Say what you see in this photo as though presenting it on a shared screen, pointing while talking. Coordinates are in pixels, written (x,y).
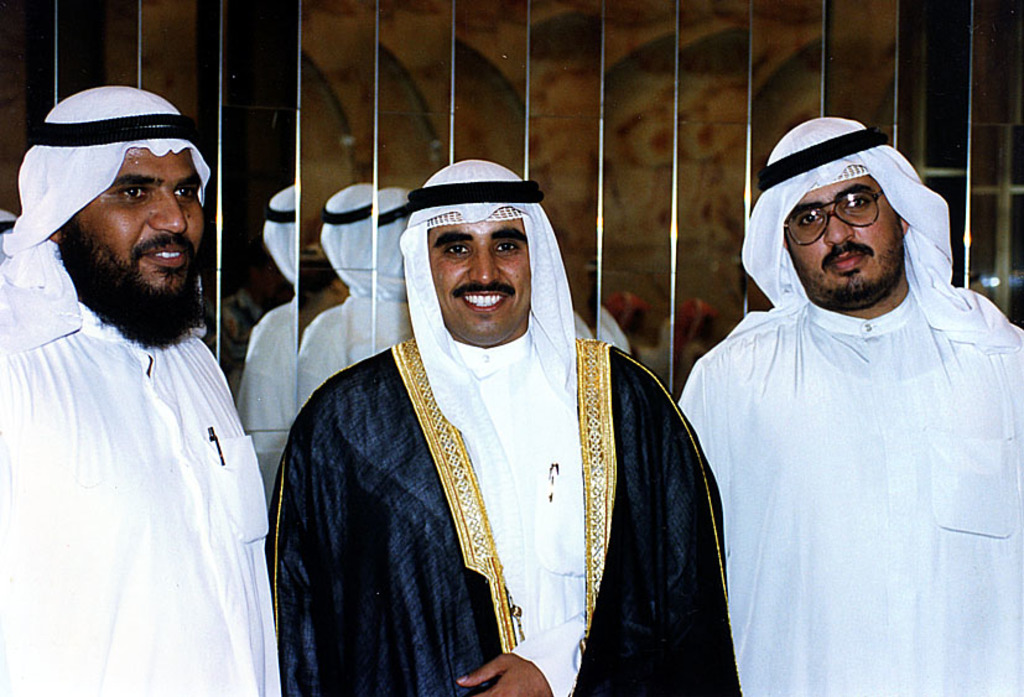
In this image there are three men (293,441) standing. They are smiling. Behind them there are mirrored walls (456,71).
